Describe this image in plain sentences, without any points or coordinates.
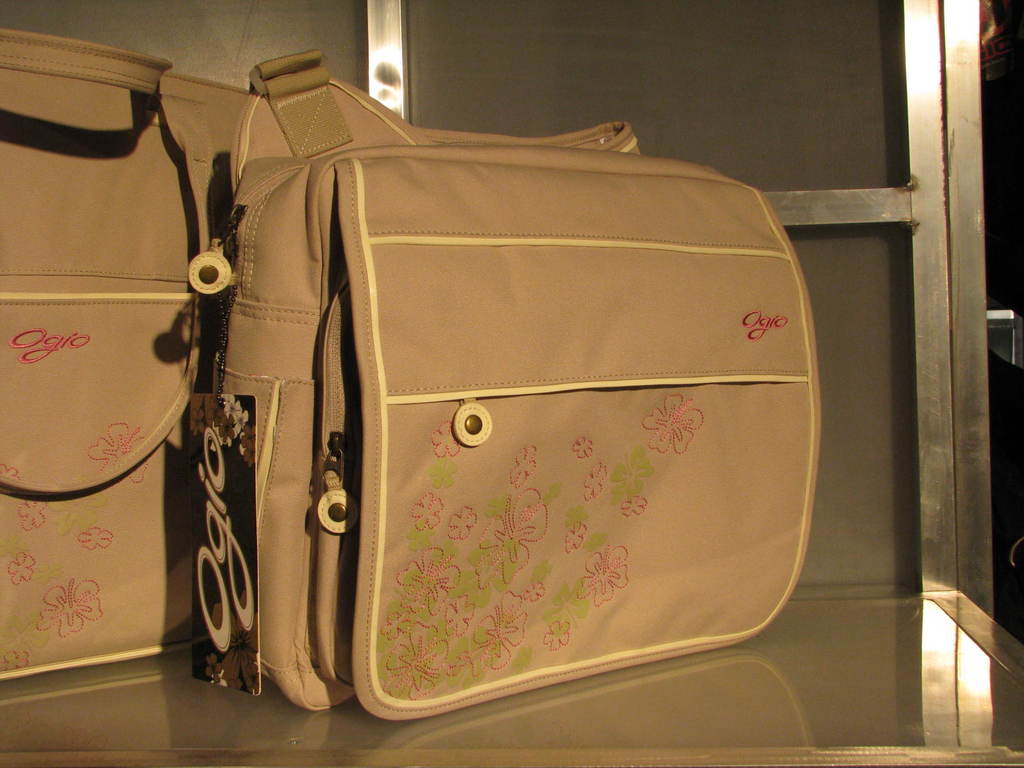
In this image I see 2 bags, which are of brown in color.
